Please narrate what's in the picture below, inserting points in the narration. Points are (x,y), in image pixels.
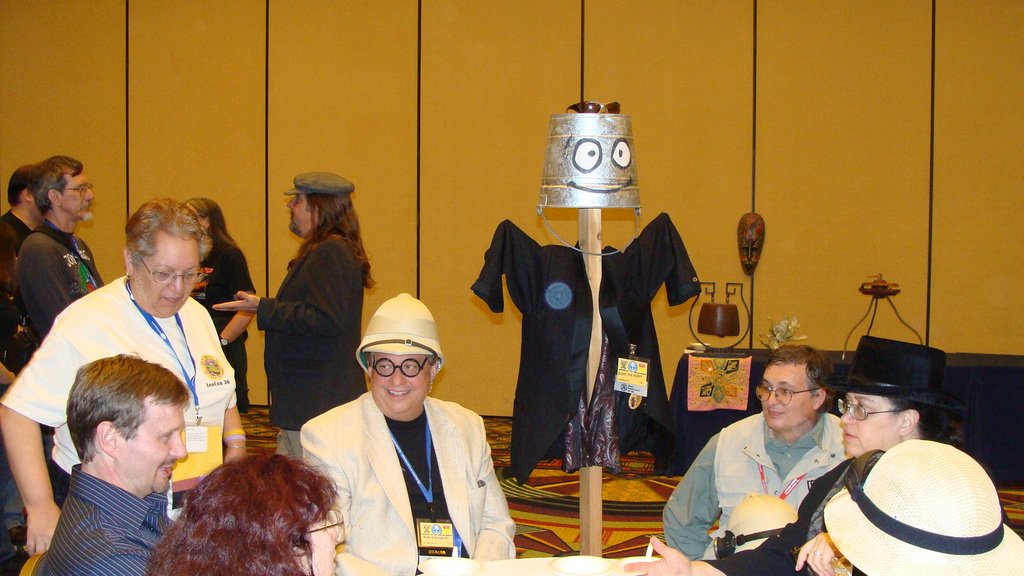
In this image I can see number of persons (285,401) are standing on the ground (606,539) and few persons (792,494) are sitting. I can see a wooden pole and to it I can see a cloth (571,316) and few other objects (604,164). In the background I can see the yellow colored wall (385,96).
